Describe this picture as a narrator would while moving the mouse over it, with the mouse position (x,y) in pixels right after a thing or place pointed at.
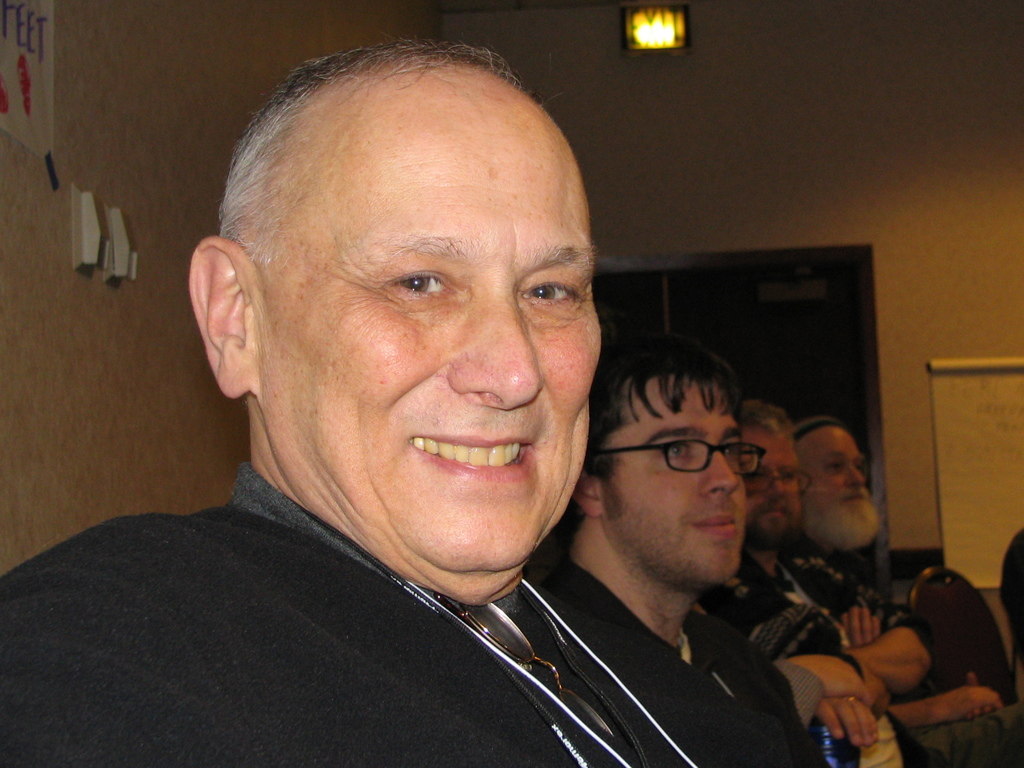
In the middle of the picture (505,421) we can see group of people (626,580). In the foreground (387,397) the person (377,330) is smiling. On the left (129,237) we can see wall (66,153), poster (34,131) and other objects (95,252). At the top (679,32) we can see light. In the background (793,307) we can see door (828,285), wall (959,333) and poster (976,446).
